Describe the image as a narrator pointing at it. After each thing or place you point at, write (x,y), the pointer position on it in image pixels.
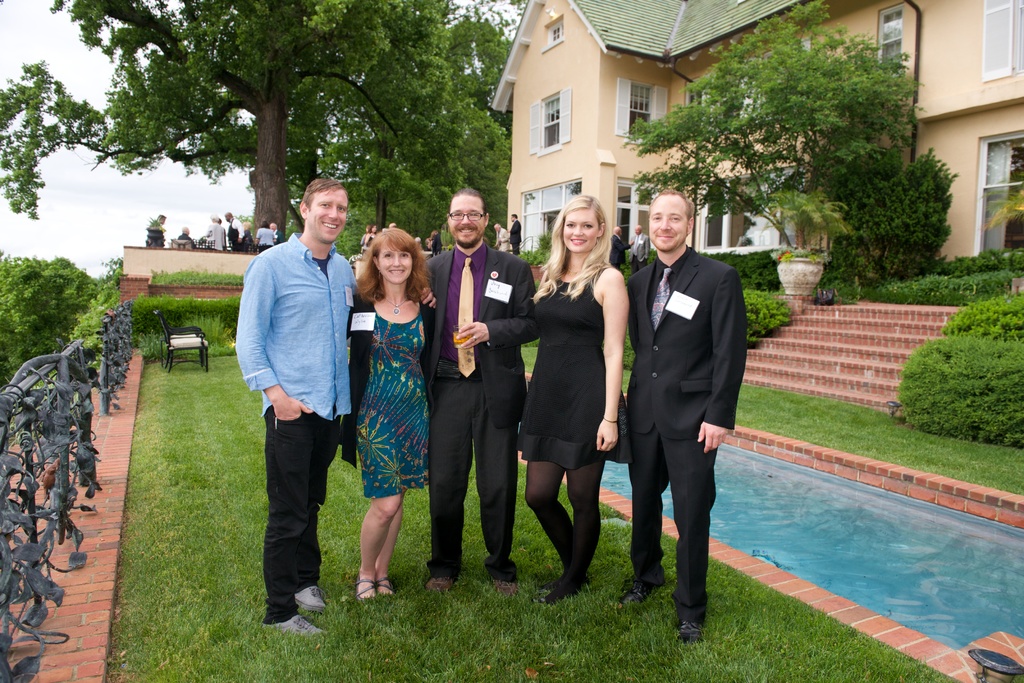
In the foreground of this image (587,429), there are three men (701,494) and two women (548,490) standing on the grass (417,631) and posing to a camera. On the left (67,512), there is a railing (23,469). On the right (926,580), there is a swimming pool (873,548). In the background (876,313), there are stairs (872,326), plants (954,364), trees (763,132), a building (622,228), chairs (172,327), few people (227,233) and the sky (92,202).
